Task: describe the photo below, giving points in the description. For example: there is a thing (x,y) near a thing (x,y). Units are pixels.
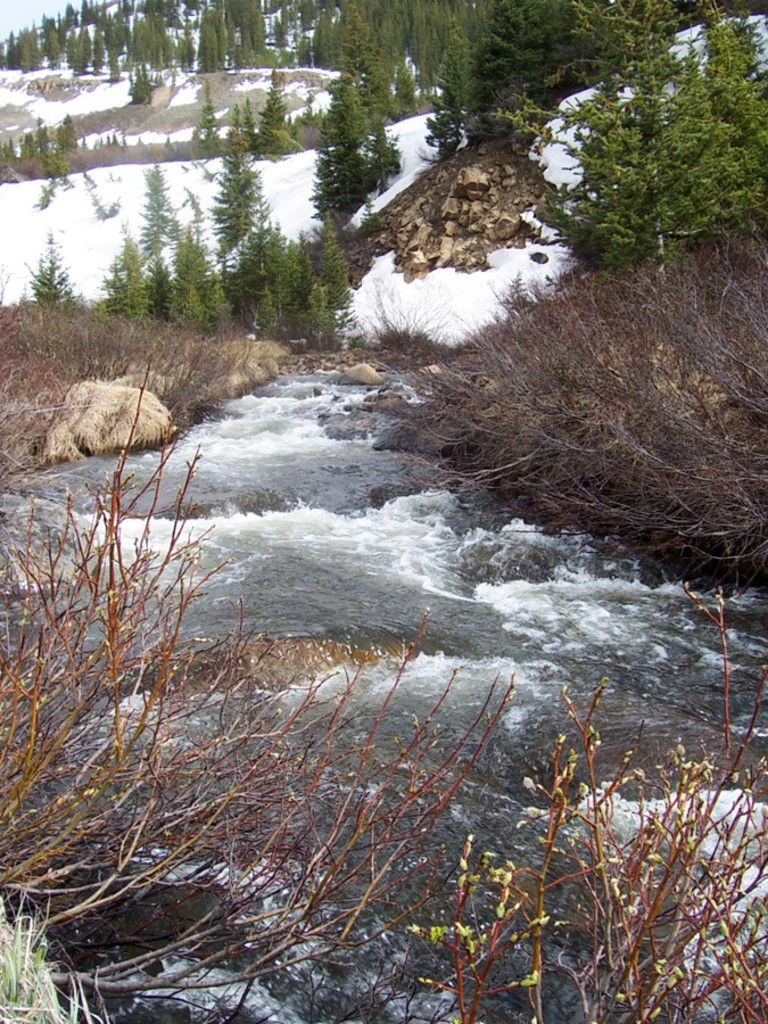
In this image there is water (425,698) and we can see plants (634,355). In the background (224,251) there is snow (179,180) and we can see trees (349,59). At the top (17,18) there is sky (55,10).
